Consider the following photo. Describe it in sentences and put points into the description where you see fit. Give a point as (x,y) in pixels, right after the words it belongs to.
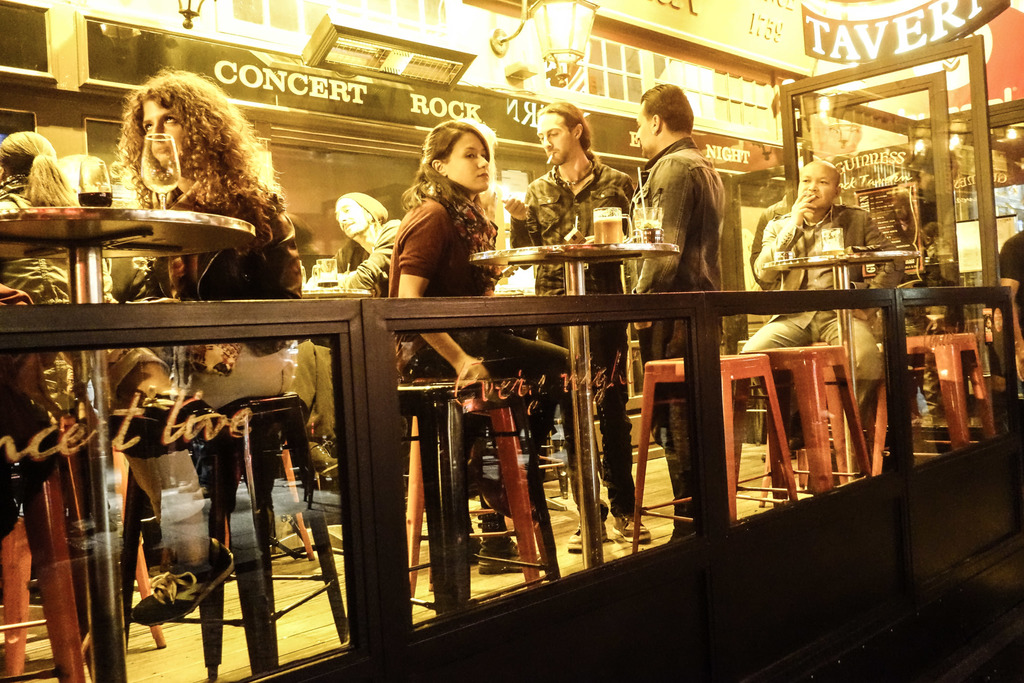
In the picture I can see groups of people (472,287). In front of people (554,203) I can see tables (549,252), At the top of the tables (627,246) I can see the glasses (609,234). At the top of the image (393,75) I can see the lights (555,3).
